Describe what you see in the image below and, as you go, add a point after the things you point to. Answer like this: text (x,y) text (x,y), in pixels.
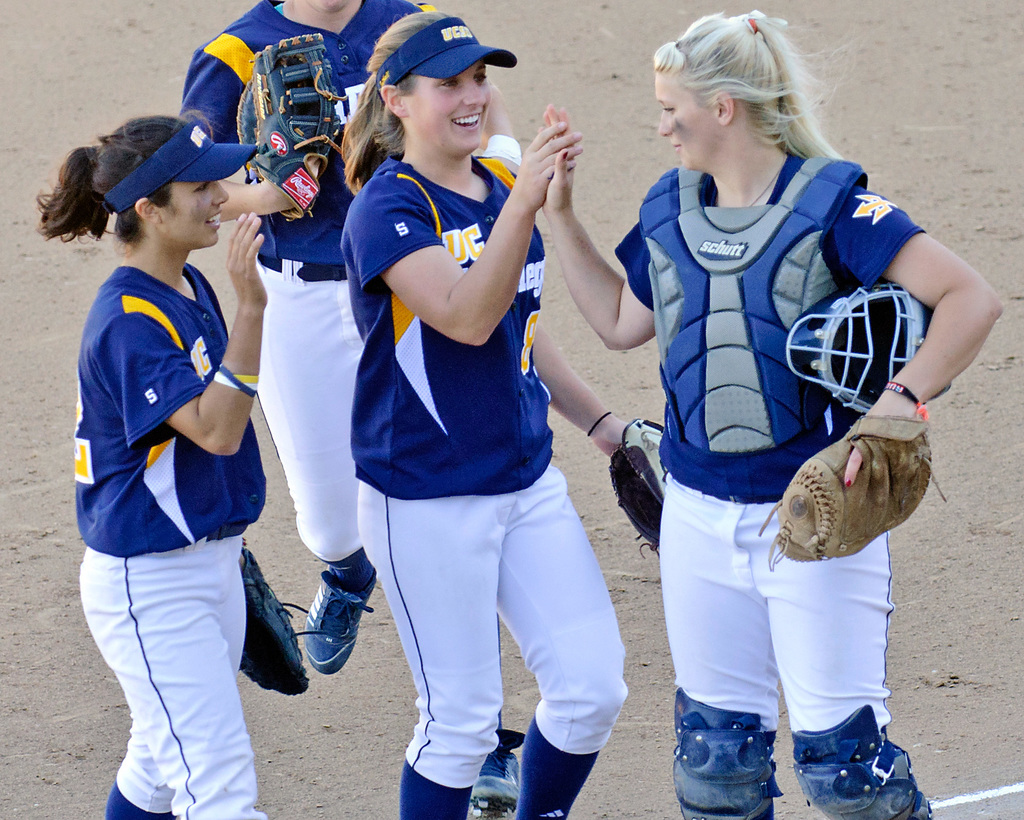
In this image there are a few women's (507,527) standing on the surface (307,574) with a smile on their face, one of them is jumping.
